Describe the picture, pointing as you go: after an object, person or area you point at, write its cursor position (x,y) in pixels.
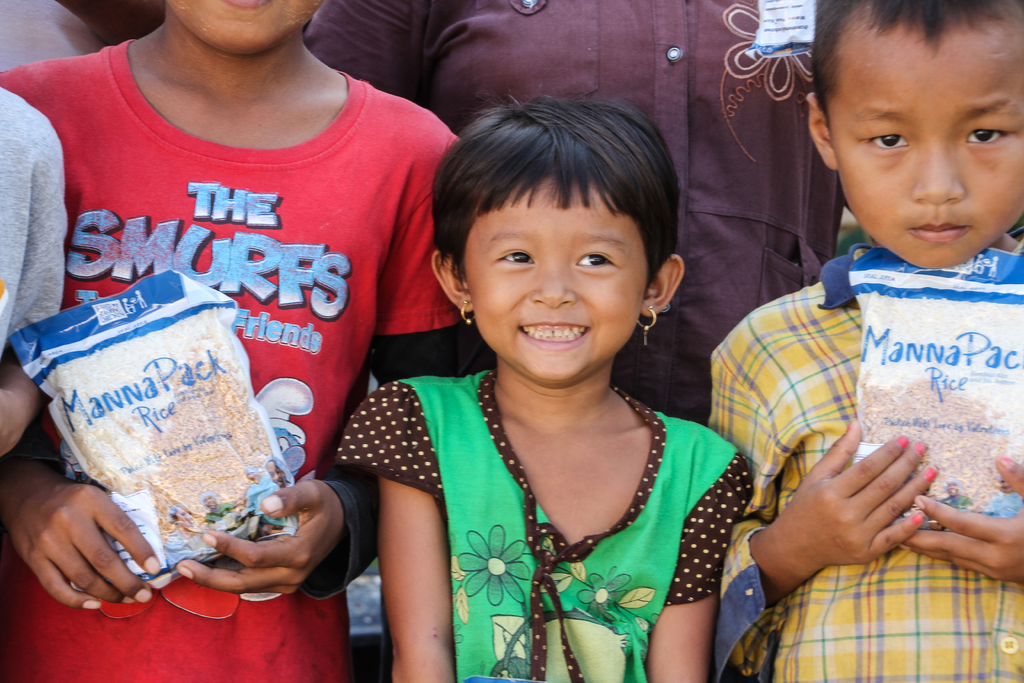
This picture describes about group of people (401,234) and few people (172,218) holding packets (867,424) in their hands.
